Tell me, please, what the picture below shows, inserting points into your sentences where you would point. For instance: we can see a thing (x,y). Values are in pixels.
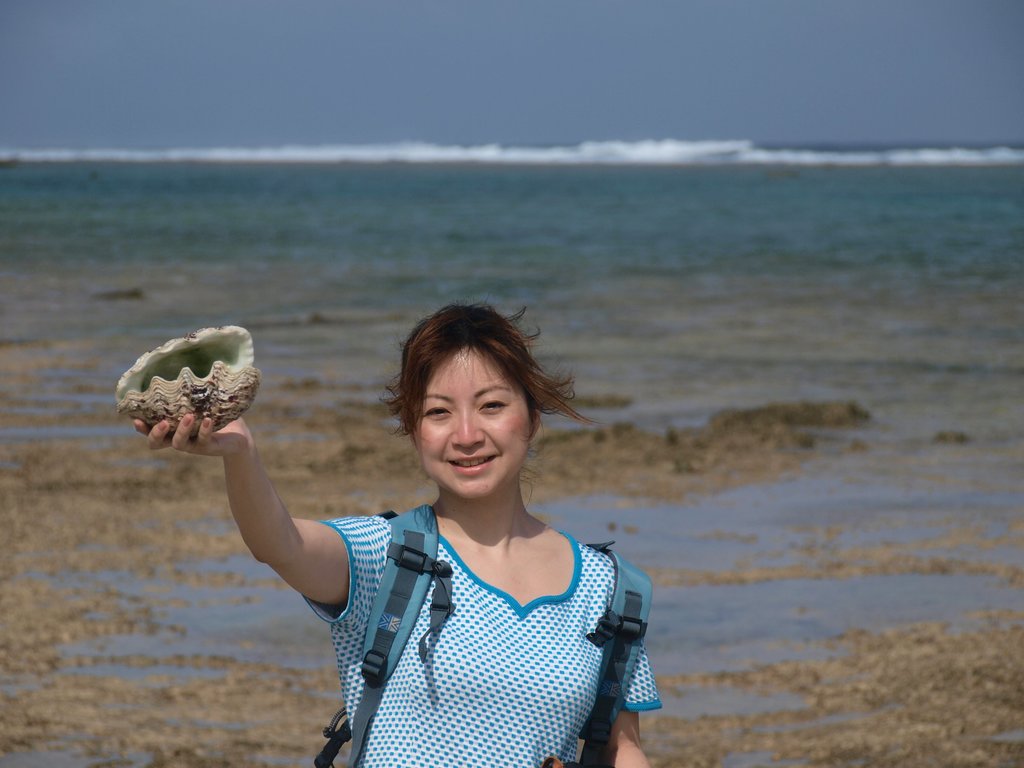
In this image I can see a person (455,569) standing and holding some object (219,414) which is in brown and cream color and the person (348,607) is wearing blue and white color dress (421,671) and blue color bag (402,593). Background (778,255) I can see the water (359,273) and the sky (467,100) is in blue color.
